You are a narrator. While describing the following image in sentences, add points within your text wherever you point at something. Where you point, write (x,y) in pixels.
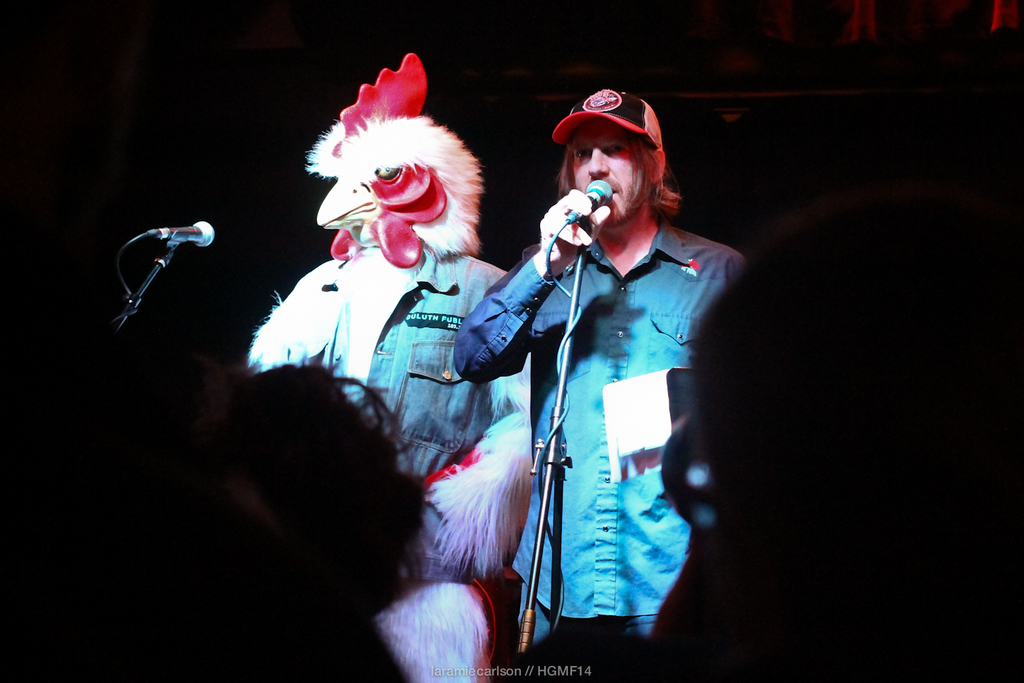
In the image in the center (433,443) we can see two persons (329,274) were standing. The right side person (516,268) is holding a microphone (570,219) and paper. And the left side person (430,272) is in different costume (366,341) and in front of him, there is a microphone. In the bottom of the image, there is a watermark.
